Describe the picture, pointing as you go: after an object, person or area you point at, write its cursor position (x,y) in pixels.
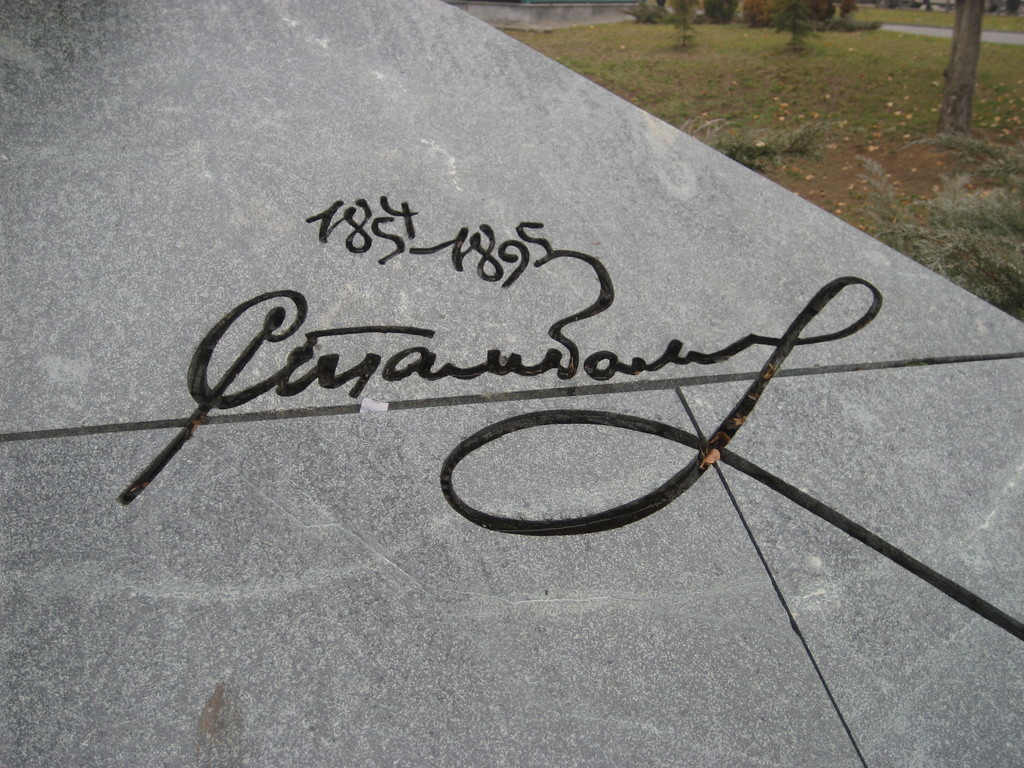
In this image in the center (570,462) there is one board (646,460), on the board (279,386) there is some text (451,366) and in the background (691,133) there is grass (871,104) and trees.
